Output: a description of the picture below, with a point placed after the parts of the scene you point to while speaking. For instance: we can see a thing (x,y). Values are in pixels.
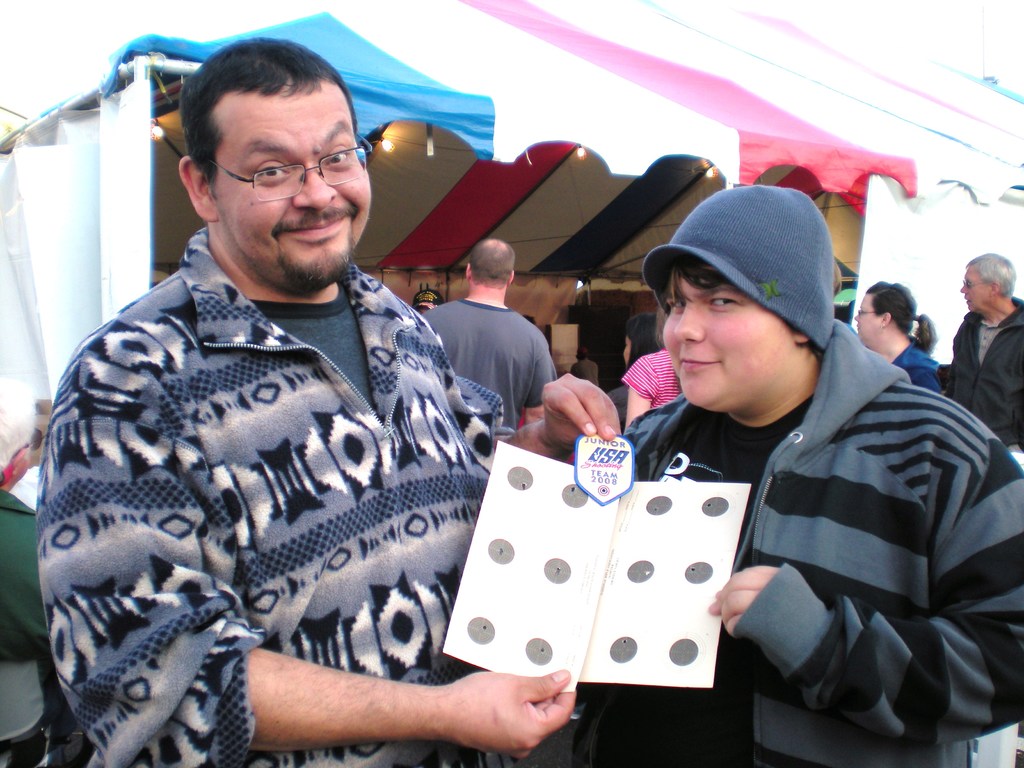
There are people (446,434) in the center of the image (482,442) holding a paper (532,628) in their hands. There are other people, a stall (548,160) and lamps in the background (412,13).
